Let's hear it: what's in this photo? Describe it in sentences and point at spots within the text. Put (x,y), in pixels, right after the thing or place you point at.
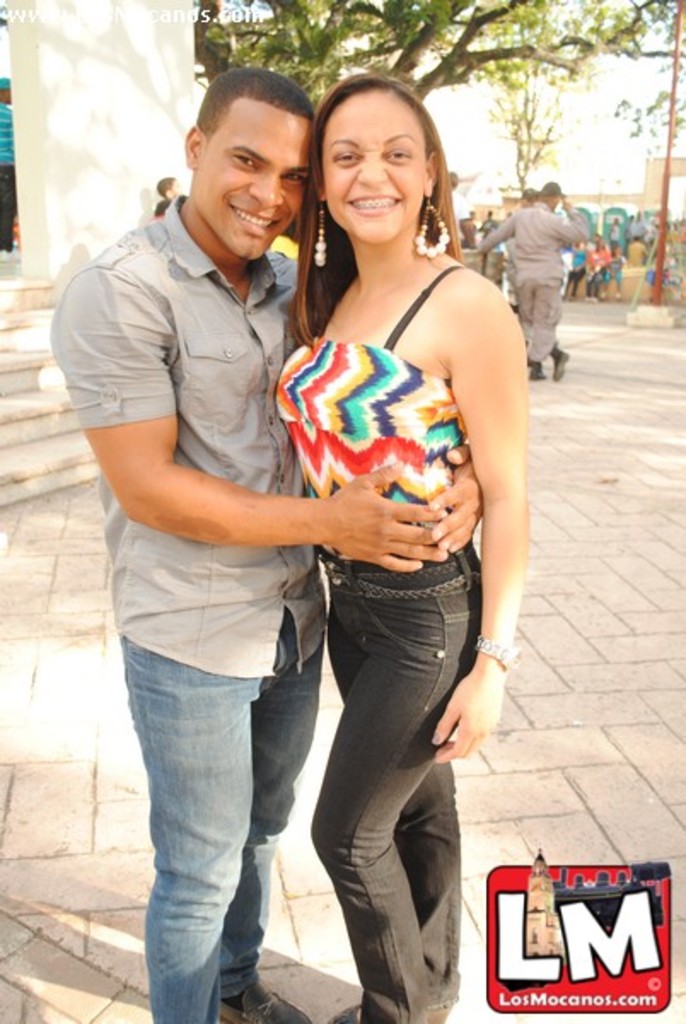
In this picture there is a man (301,528) who is wearing shirt (219,414), jeans (189,735) and shoes (255,1007). Beside him there is a woman (475,379) who is wearing t-shirt (426,478), jeans (379,697) and earrings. Both of them are smiling. In the back (613,228) I can see some people (571,263) are standing near to the board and some people (592,277) are sitting on the ground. Beside them I can see the building (635,206), stairs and other objects (659,243). At the top right (573,163) I can see the sky (476,122). In the bottom right corner (493,955) and the top left corner (181,10) I can see the watermarks (617,954).
